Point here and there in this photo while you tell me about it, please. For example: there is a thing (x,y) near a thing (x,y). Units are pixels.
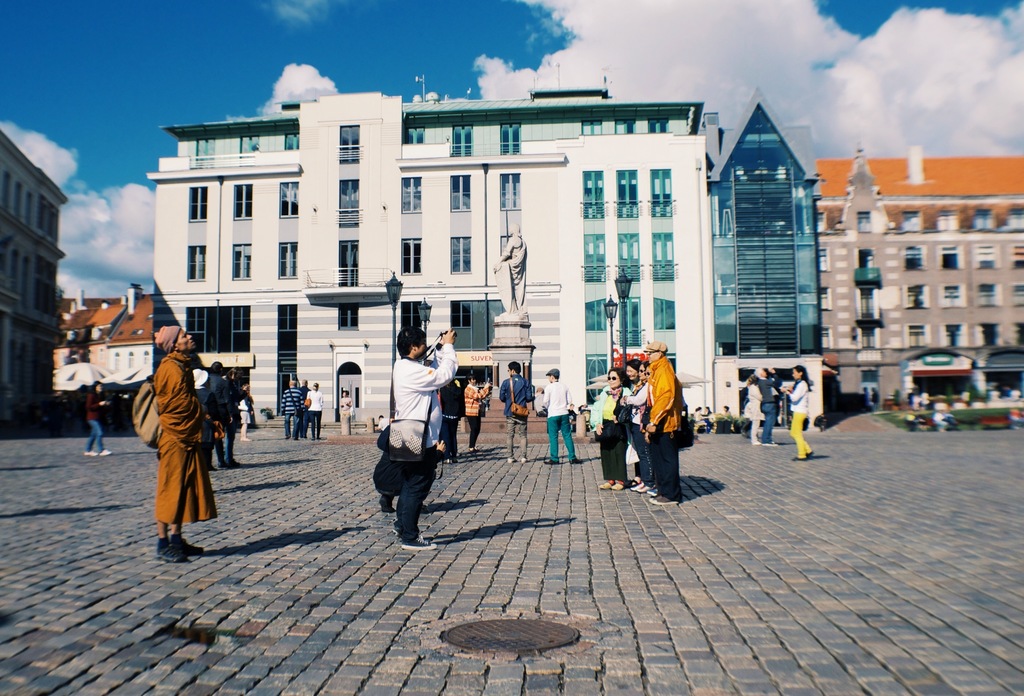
In this picture we can see a group of people (409,373) are standing, and behind the people (671,452) there is a statue (514,269), poles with lights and buildings (569,322). Behind the buildings (592,314) there is a sky (586,44).
